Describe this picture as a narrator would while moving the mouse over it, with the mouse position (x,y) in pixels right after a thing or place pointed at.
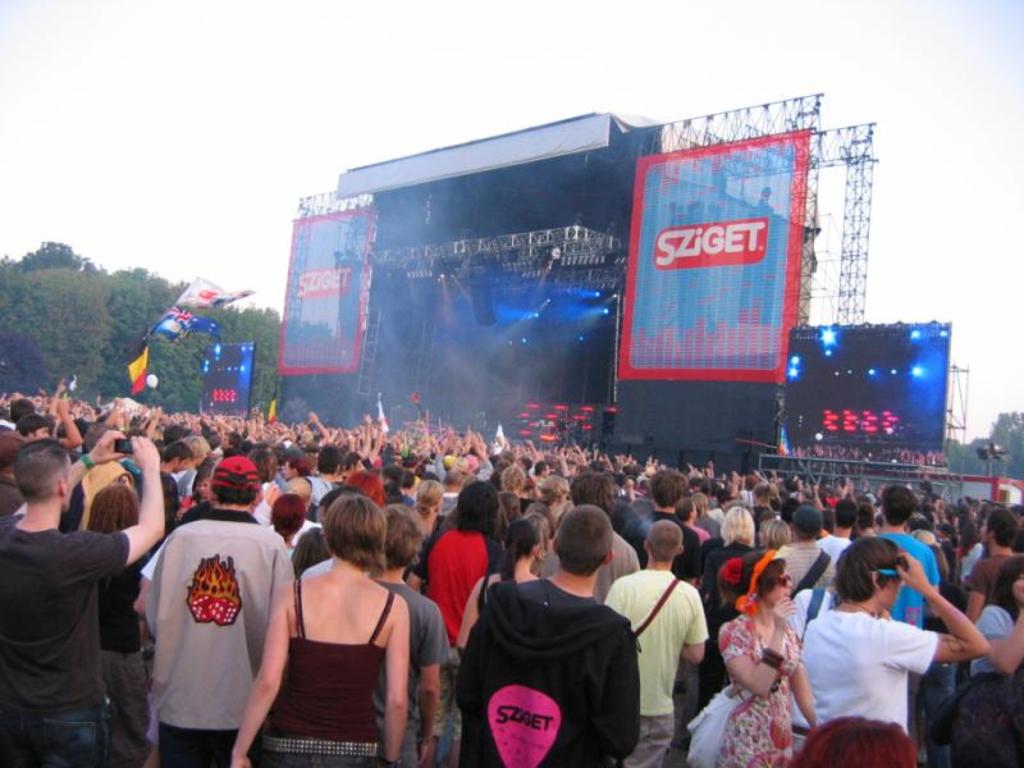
In this image I can see number of persons (359,550) standing on the ground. In the background (455,321) I can see the stage (472,361), two huge banners (744,330), a huge screen (873,422), few trees (129,298), few flags (172,324) and the sky (326,89).
